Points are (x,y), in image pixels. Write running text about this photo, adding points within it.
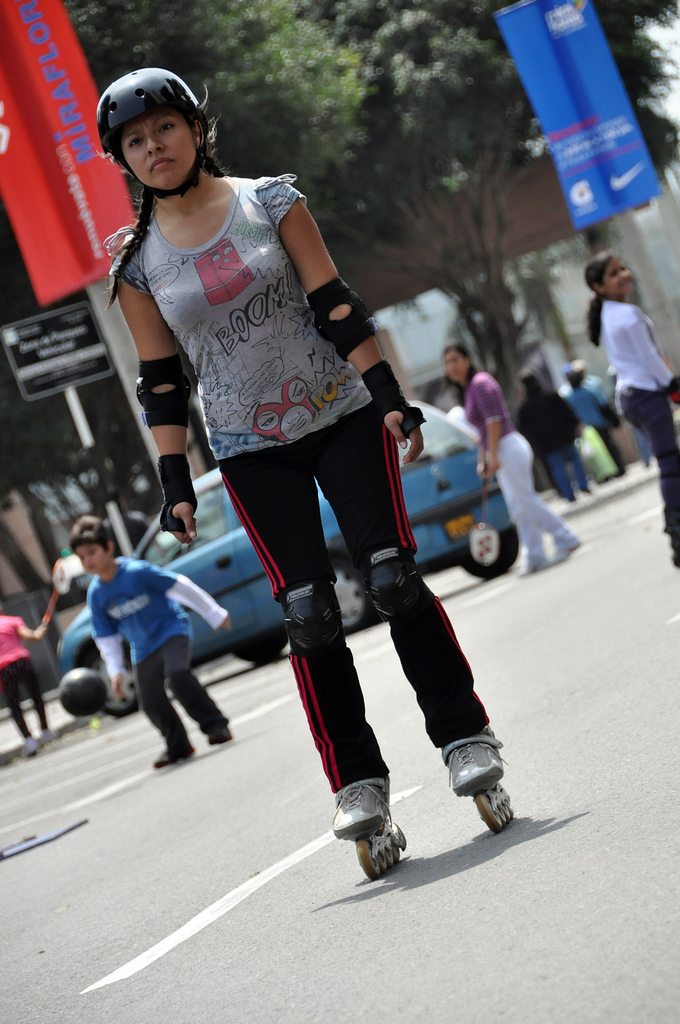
This is an outside view. Here I can see a woman (316,460) wearing a helmet (103,121) on the head (142,144) and skating on the road (410,855). In the background (211,636) there is a car (435,493) and I can see few people (162,582) walking. At the top of the image (584,124) there are few boards (81,161) with some text (63,158) and also I can see the trees (389,143).
